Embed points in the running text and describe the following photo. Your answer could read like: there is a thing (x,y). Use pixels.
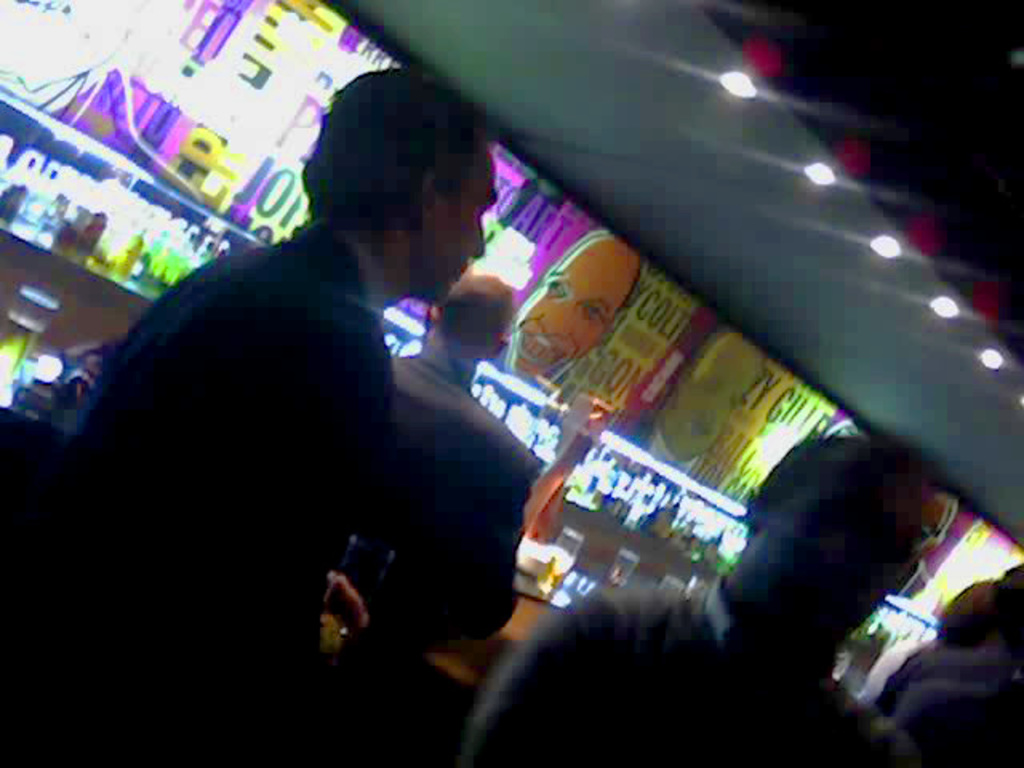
This picture seems to be clicked inside. In the foreground (426,511) we can see the group of people (846,620). In the background (951,168) there is a roof (726,175), ceiling lights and banners (562,283) on which we can see the picture (584,288) of persons (699,408) and the text (757,387) is printed and we can see the glasses (616,562) and many bottles (139,236) and many other objects (527,570) placed on the top of the platform (595,562) and the tables (599,575).
